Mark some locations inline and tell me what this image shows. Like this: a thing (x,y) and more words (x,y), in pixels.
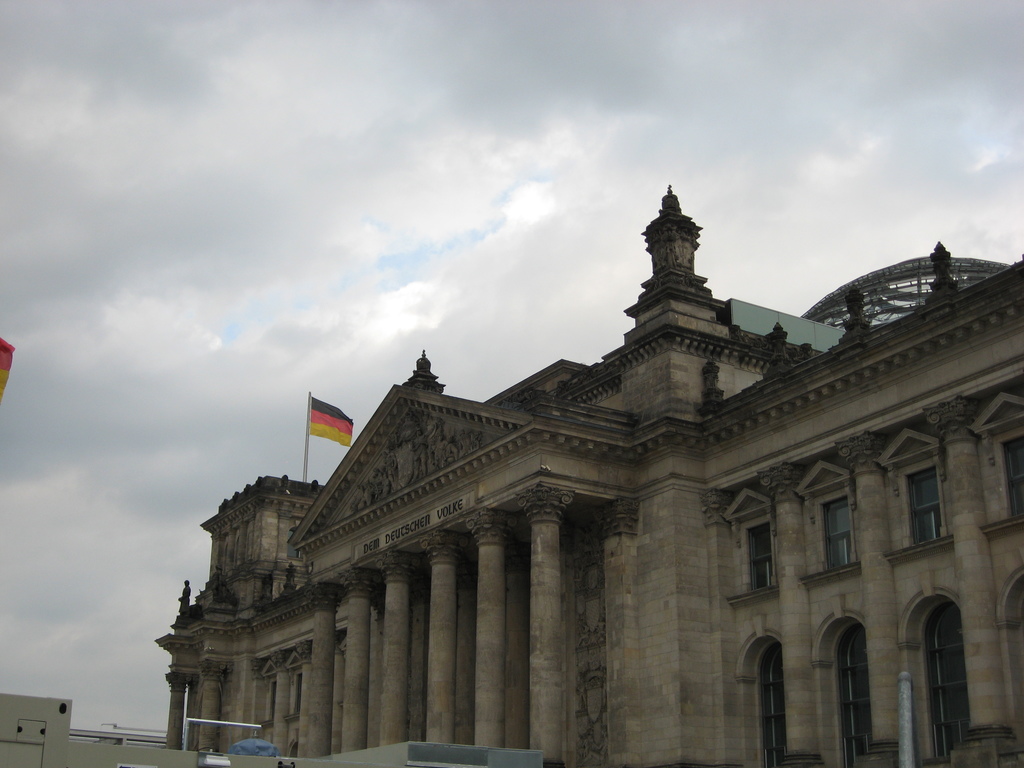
It is a monument (674,566), there is a flag (332,434) on it. At the top (472,73) it is the cloudy sky (502,69).
